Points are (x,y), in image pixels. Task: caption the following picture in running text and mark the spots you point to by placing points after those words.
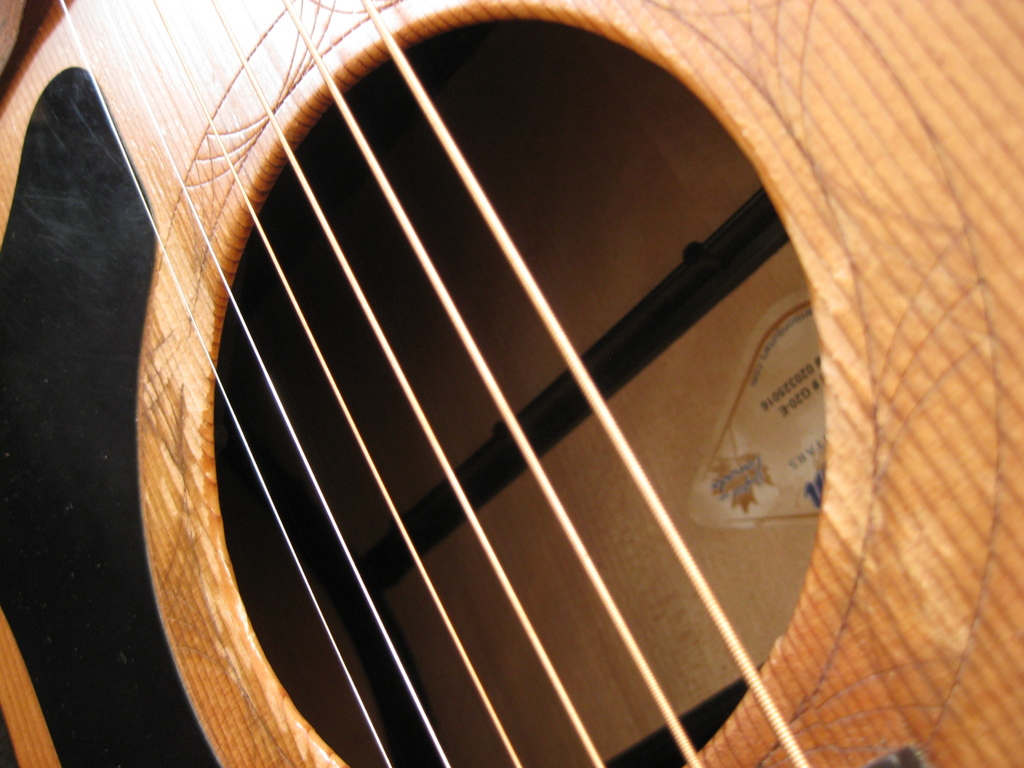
In this image it could be guitar (302,348) and the guitar (589,479) color is black and brown.
